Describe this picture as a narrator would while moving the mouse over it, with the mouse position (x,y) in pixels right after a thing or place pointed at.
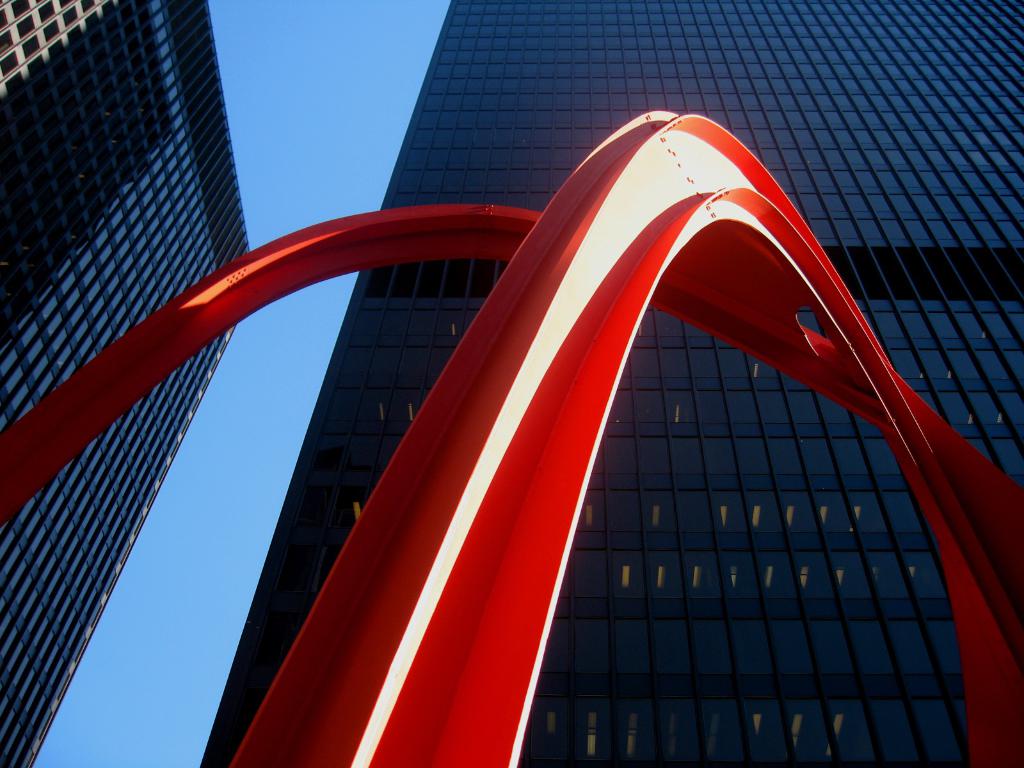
In the center of the image (591,359) there is a sculpture (505,378). In the background (463,182) we can see buildings (426,189) and sky (284,142).
